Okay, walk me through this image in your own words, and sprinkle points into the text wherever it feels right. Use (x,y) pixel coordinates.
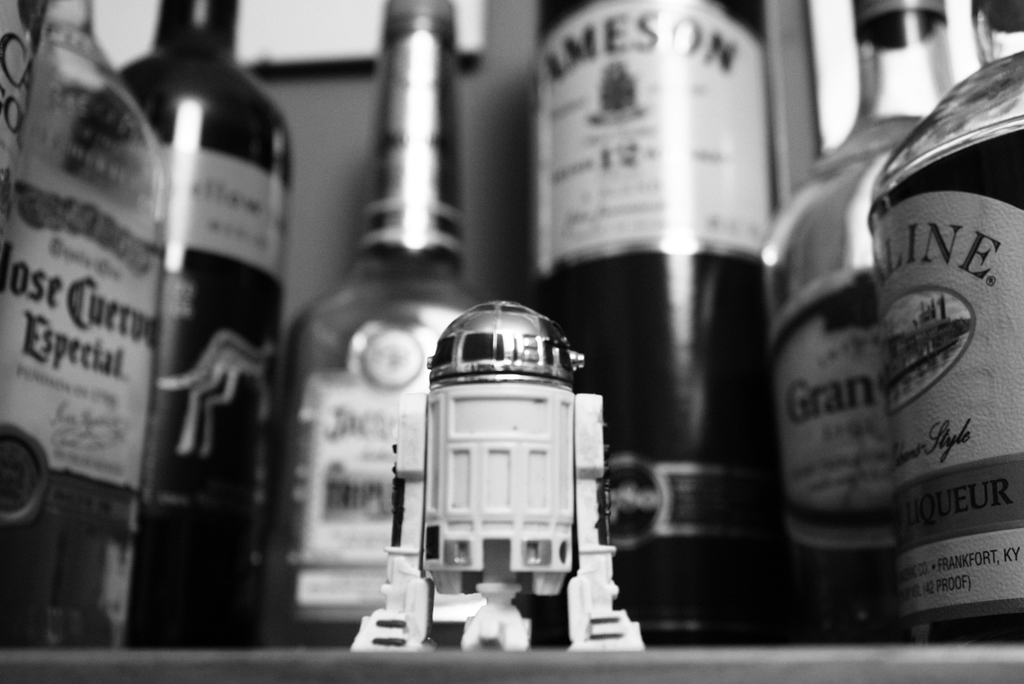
In this image there are bottles (645,228) with different labels (981,573) and there is a toy (588,432) in the middle (499,425).
